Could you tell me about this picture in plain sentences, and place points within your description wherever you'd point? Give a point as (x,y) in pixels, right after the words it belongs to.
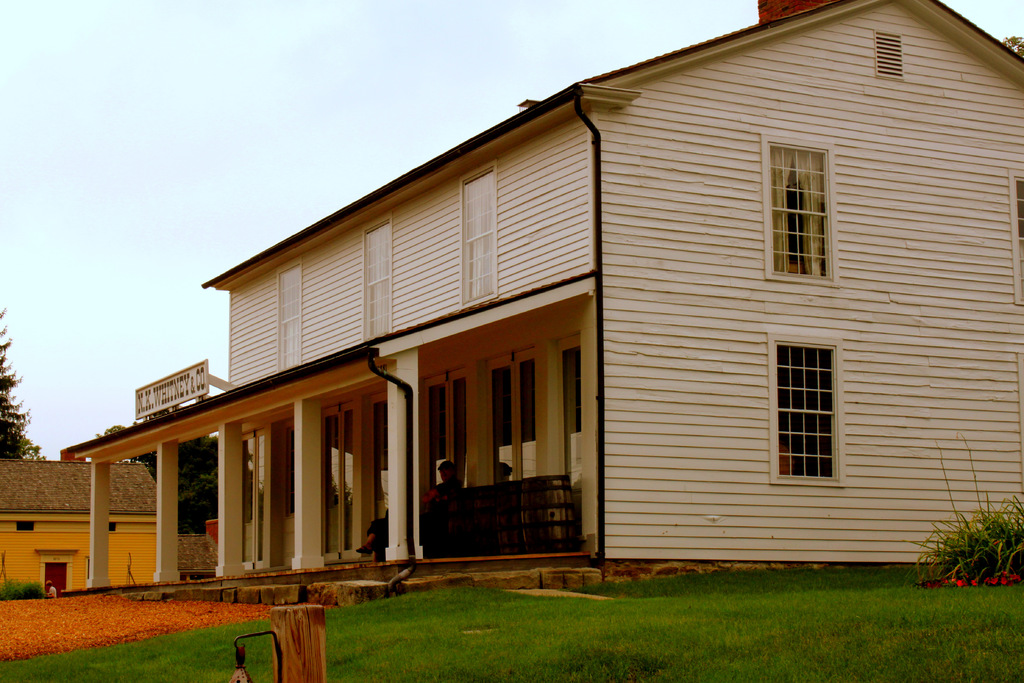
In this image there is a grassland (327,642), in the background (234,526) there are houses (127,465), trees (16,450) and the sky (210,147).
